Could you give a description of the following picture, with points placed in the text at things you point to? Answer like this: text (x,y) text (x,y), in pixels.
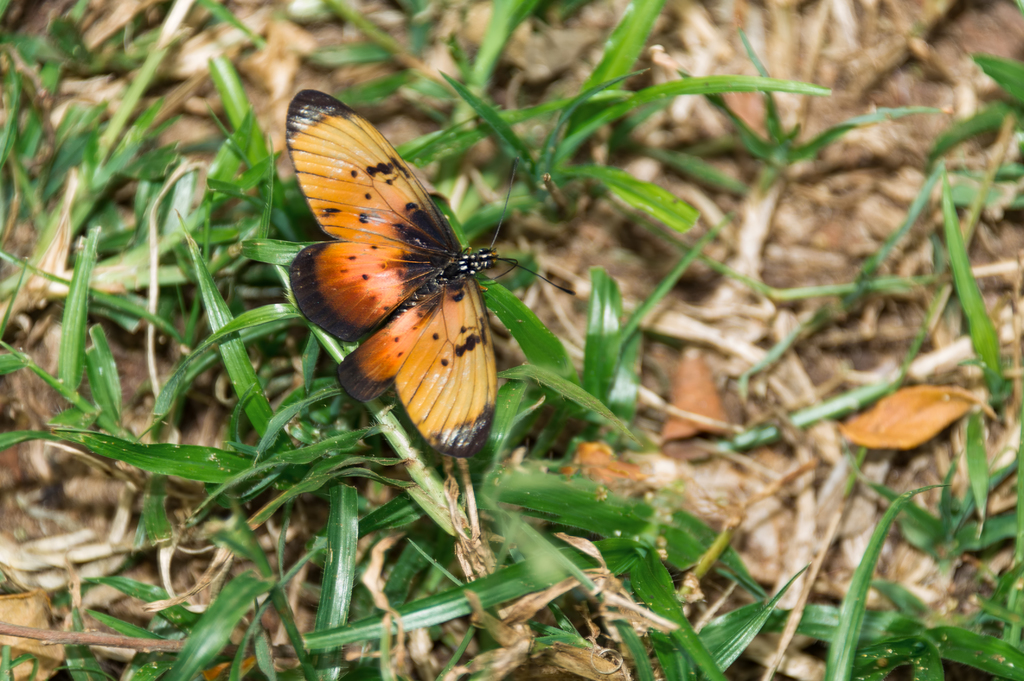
In this picture we can see a yellow and black color butterfly (406,340) is sitting on the grass (420,500).
